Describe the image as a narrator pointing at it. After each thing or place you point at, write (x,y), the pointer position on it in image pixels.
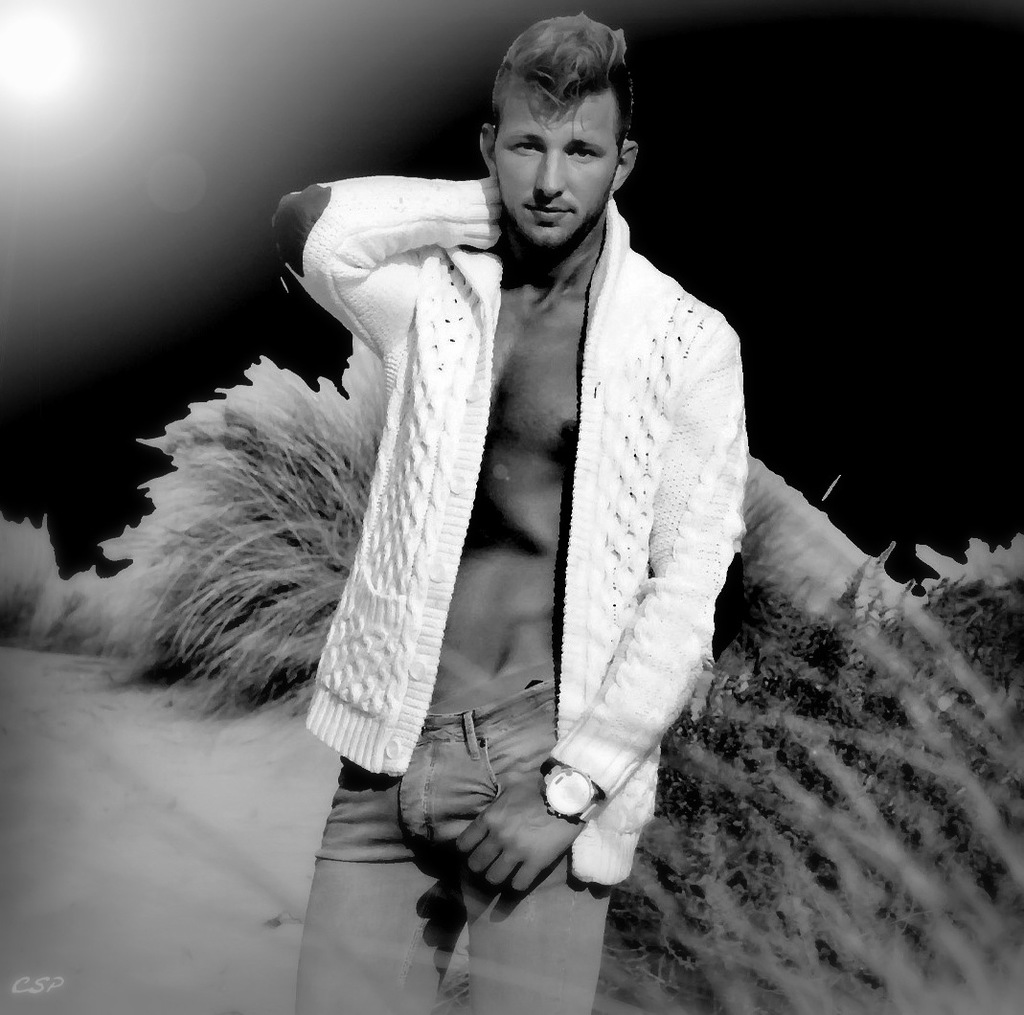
In the center of the picture (496,486) there is a person (570,571) wearing a white jacket (400,491). On the right (881,784) there are shrubs (839,913). In the background (238,536) there are shrubs (223,445) and sky (115,200). On the left (104,795) it is path (23,729). At the top (46,42) towards left (39,33) it is light (46,57).
